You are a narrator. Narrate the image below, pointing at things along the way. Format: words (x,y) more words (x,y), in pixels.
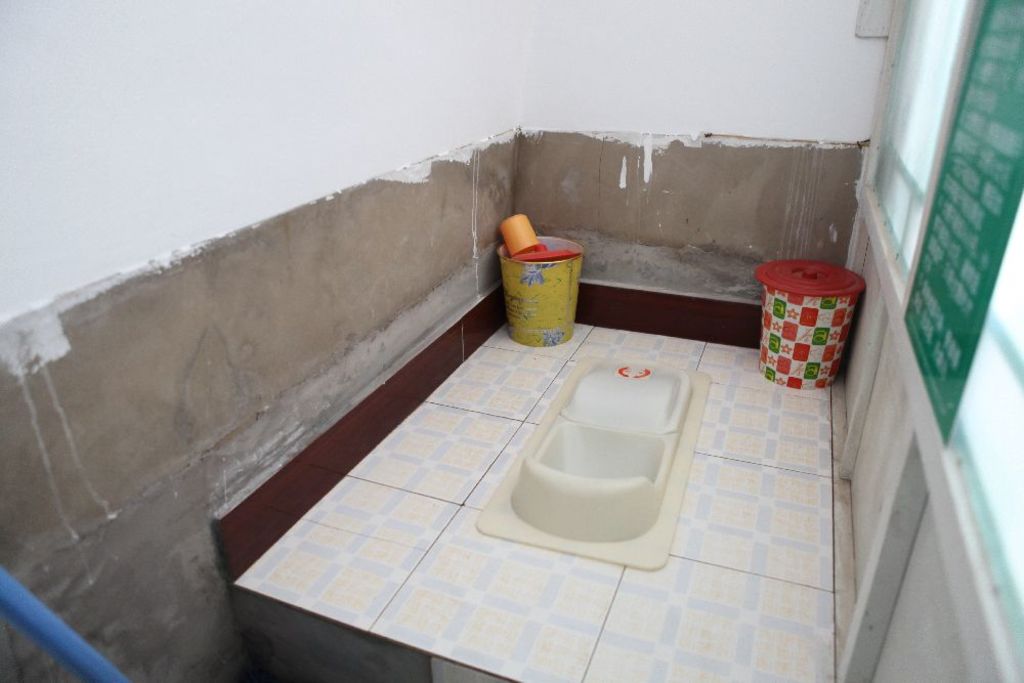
In this image, we can see an inside view of a bathroom (724,123). There is a commode (586,406) and bins (517,264) in the middle of the image (528,337).
